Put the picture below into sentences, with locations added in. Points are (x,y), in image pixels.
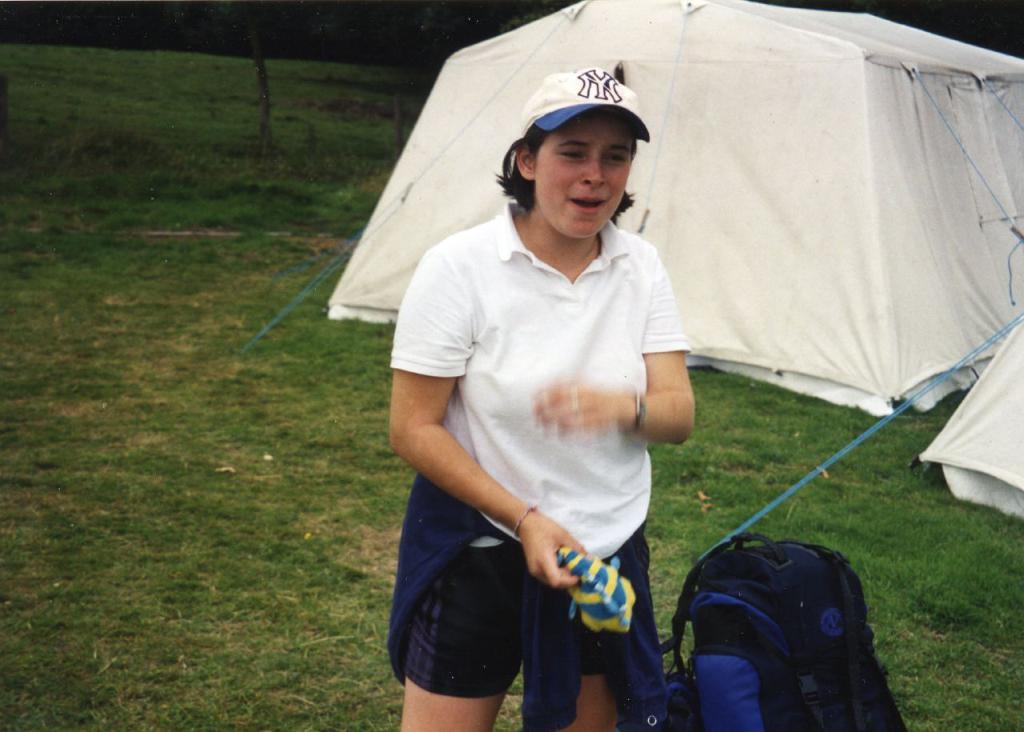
In this image there is a woman (538,375) standing on the surface of the grass (274,432) and holding an object (625,583), beside her there is a bag (810,579) and in the background (816,161) there are two camps (892,177) and trees (247,18).
